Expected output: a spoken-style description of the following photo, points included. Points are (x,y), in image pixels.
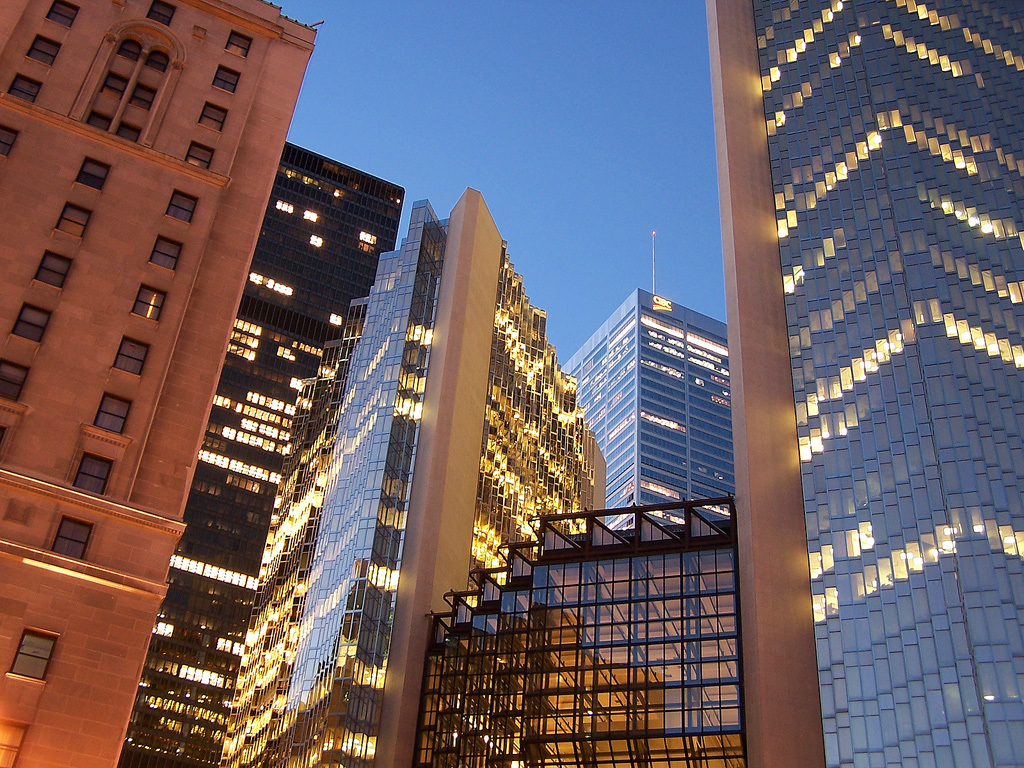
This is a picture of a city (130,174). In the picture there are skyscrapers (504,366) and buildings (418,553). The buildings (436,457) have glass windows (417,397). Sky (530,85) is clear.
